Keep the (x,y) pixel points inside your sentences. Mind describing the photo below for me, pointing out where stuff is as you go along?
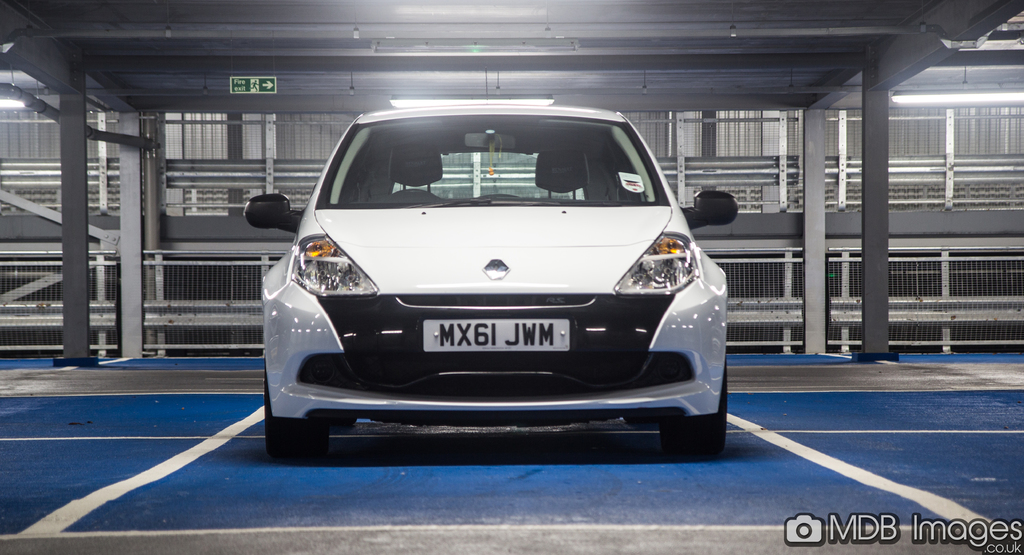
In the foreground of this image (475,297), there is a car (469,287) on the floor (566,536). In the background (808,212), we can see the mesh (752,139), a shed like structure (740,20) and the sign board (269,78).
